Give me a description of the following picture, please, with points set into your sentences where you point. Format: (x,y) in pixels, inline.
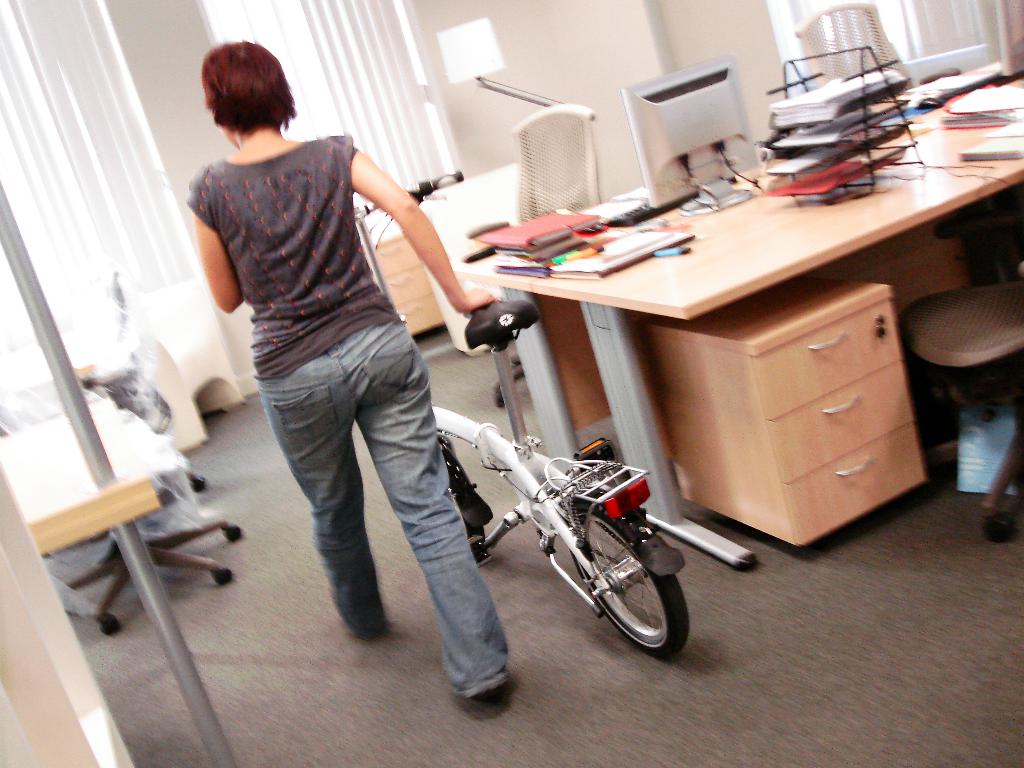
In this image there is one woman (313,295) who is walking and she is holding a cycle (539,472), and on the right side of the image (713,244) there is one table (690,281) on that table (961,136) there are some books (563,220), computer (668,174), keyboard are there and under that table (789,254) there is one cupboard (813,395) and chair (929,334) is there and on the top of the image (706,43) there is one wall (625,52) and windows (325,38) are there on the left (340,62) and right side of the image (889,17) on the left side of the bottom corner there is one pole (147,570).
